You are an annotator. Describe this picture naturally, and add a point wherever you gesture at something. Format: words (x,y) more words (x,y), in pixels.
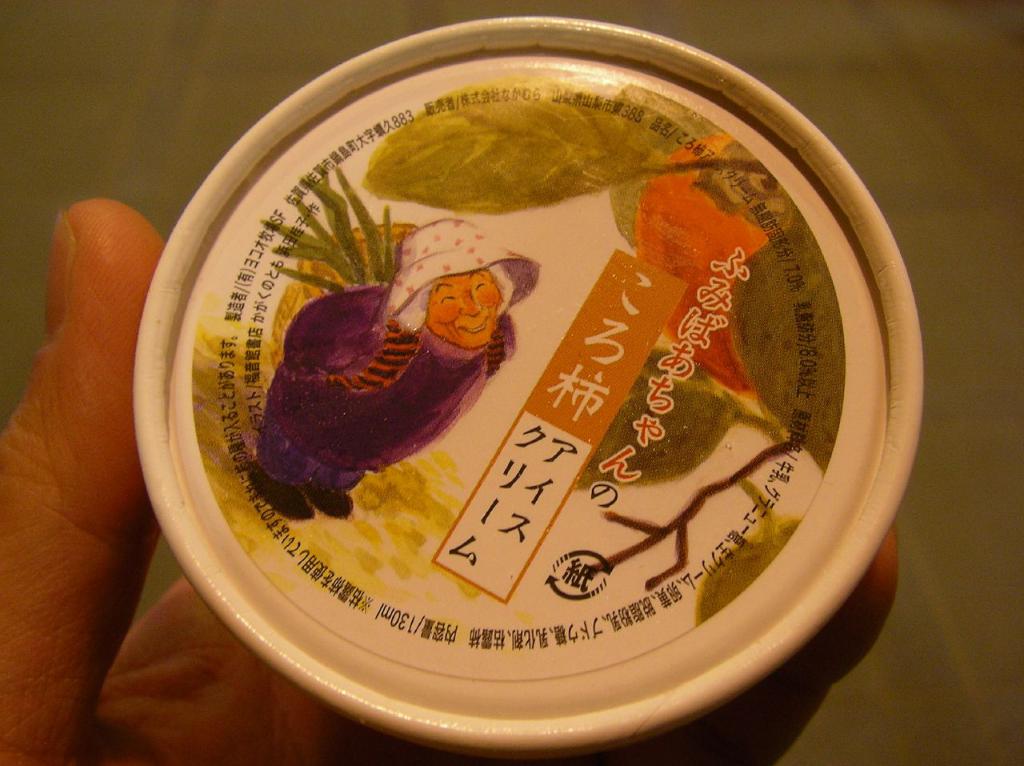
In this image we can see some person (116,283) holding the cup (375,330) and on the top layer (689,407) of the cup (724,370) we can see the depiction (460,397) of the person (478,392) and we can also see the text (680,332).
